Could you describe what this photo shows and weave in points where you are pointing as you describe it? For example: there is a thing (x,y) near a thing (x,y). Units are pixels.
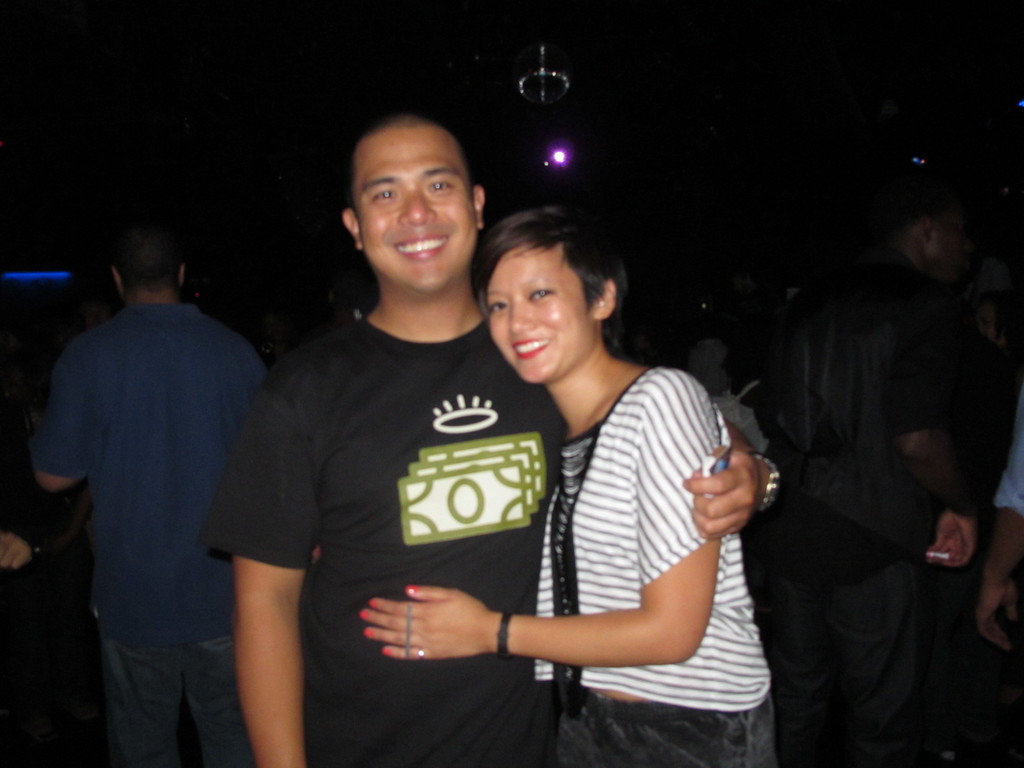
In this image I can see there are groups of people (577,409) standing. And at the top (562,149) there is a light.
